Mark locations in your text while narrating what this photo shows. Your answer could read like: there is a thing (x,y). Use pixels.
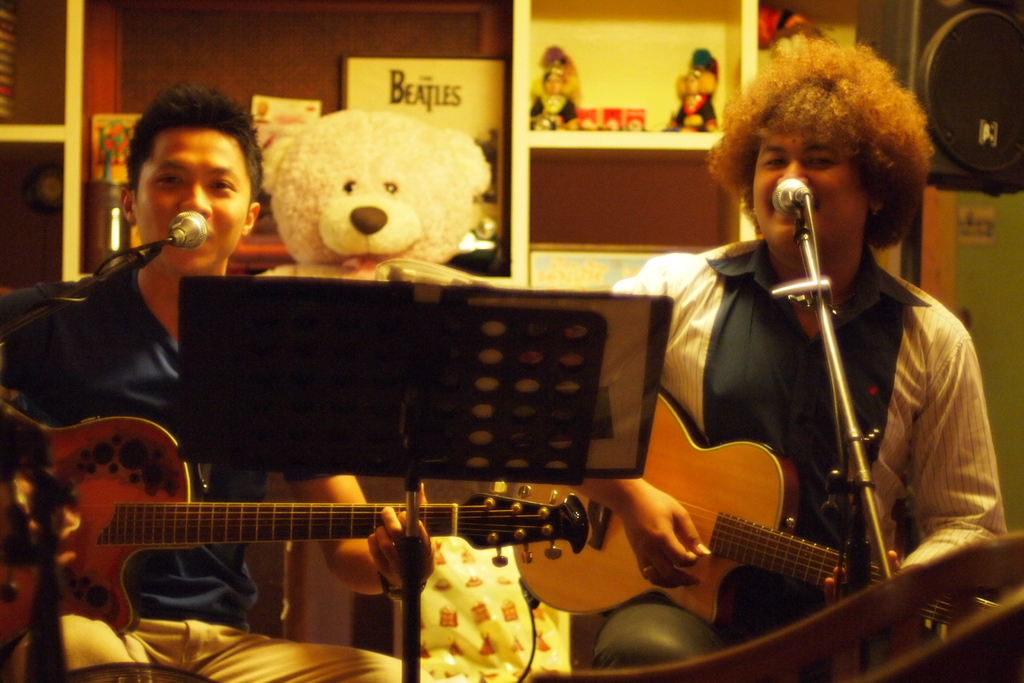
This picture shows two men (159,360) playing guitar (710,474) and singing with the help of a microphone (803,188) and we see a book stand (405,471) and a soft toy (432,151) on the back (313,163).
